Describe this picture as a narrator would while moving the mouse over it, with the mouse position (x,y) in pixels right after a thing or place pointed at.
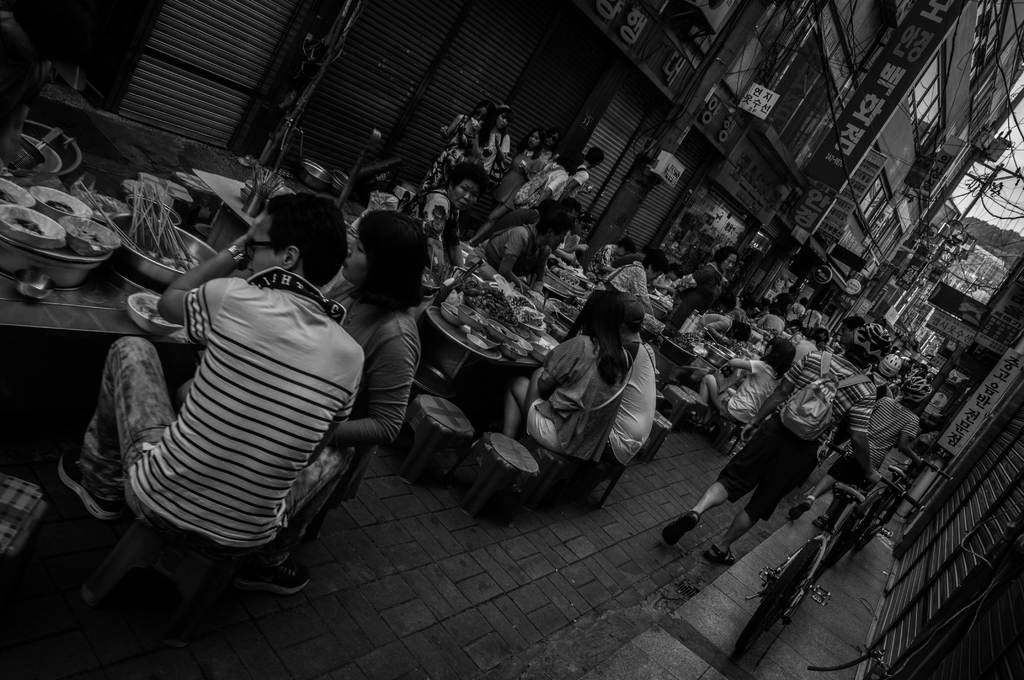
In the center of the image (552,299) there is a table (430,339). On the table (472,331) we can see container (502,329), plates (525,338), some food items (495,308), vessels (444,313) are there. Some persons (641,431) are sitting on the chairs (485,448). At the top of the image (677,84) we can see sign boards (843,156), wires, poles (963,173), building (584,54) are there. At the bottom of the image (536,613) we can see bicycles (812,561), road (450,620) are present.
